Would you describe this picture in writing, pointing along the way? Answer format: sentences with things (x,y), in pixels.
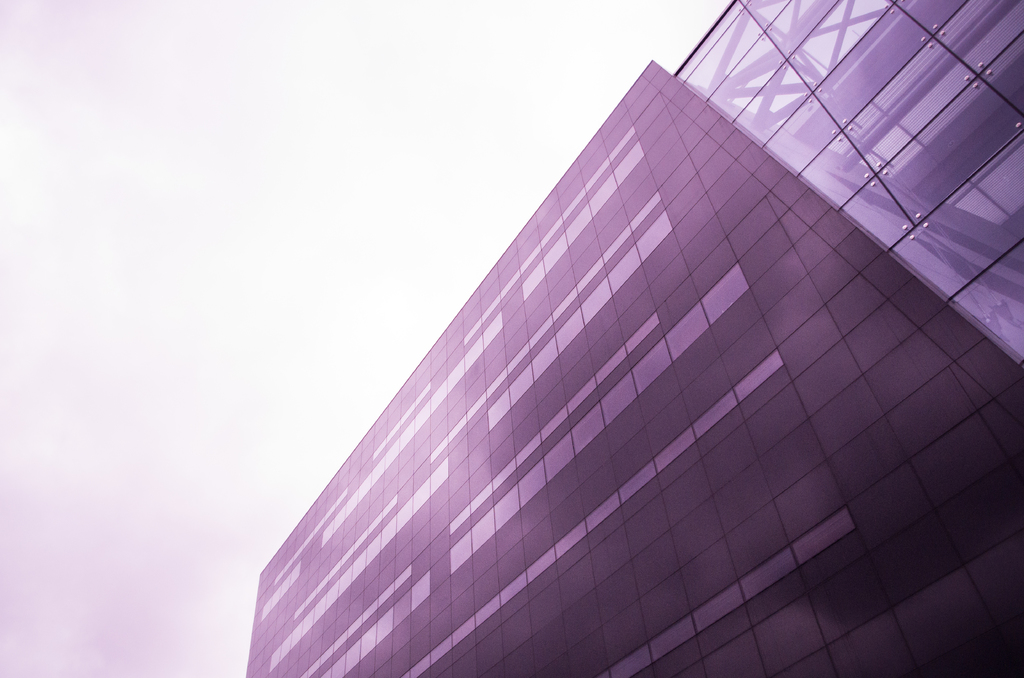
In this image I can see the glass building (471,310) and the sky (218,203) is in white color.
